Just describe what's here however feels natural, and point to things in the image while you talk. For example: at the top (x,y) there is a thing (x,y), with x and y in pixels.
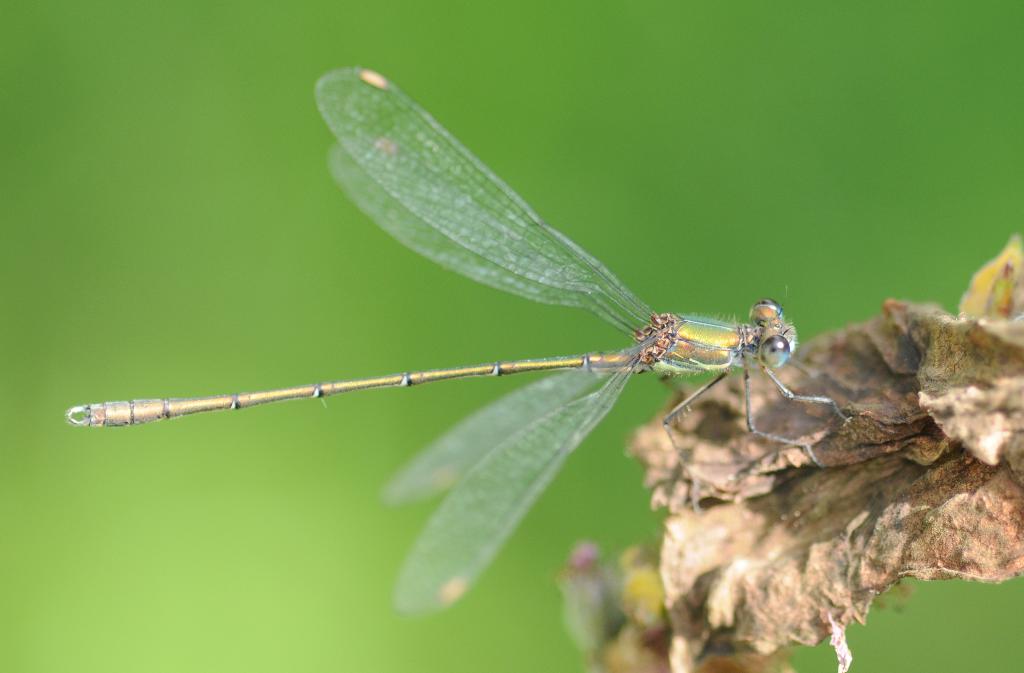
In the image there is a dragon fly (583,279) standing on dry leaf (913,454) and the background (773,139) is blurry.
